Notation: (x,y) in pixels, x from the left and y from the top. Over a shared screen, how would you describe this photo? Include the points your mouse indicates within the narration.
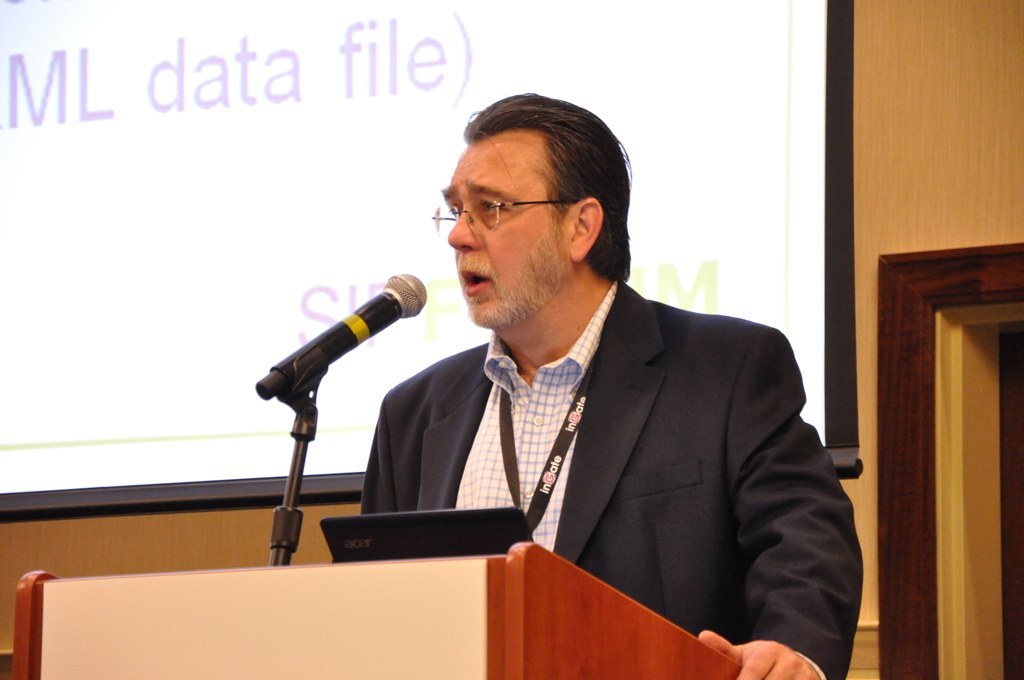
In this image there is a man (558,345) standing in front of a podium (324,570), on that podium (269,572) there is laptop (389,538) and a mic (296,414), in the background (960,26) there is a wooden wall (862,510) to that wall (863,490) there is a screen projection (140,494).
